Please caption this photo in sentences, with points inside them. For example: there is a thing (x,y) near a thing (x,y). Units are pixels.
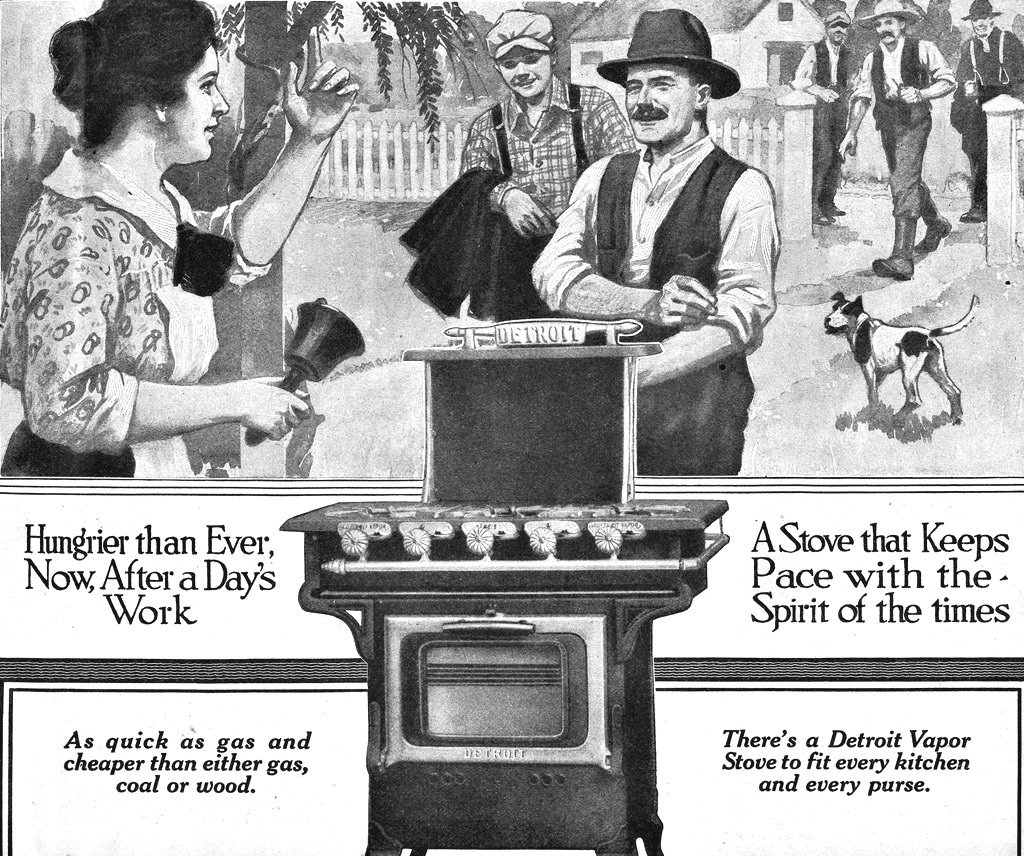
In the image we can see there is a poster (368,633) and there is matter (193,584) written on the poster (893,648). There are cartoon diagrams (635,304) of people (635,304) standing and there is a tree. There is a building (791,16) and the sky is clear and the image is in black and white colour.
